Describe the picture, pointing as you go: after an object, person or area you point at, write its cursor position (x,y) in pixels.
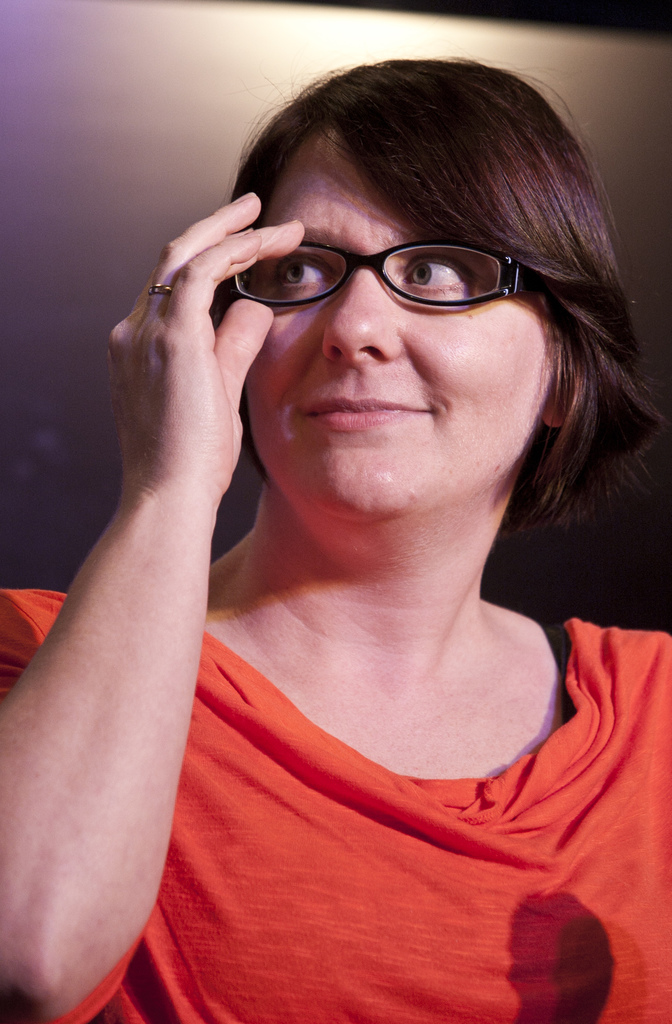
In this image we can see a person (301,566) holding a spectacle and at the back (111,181) there is a dark background (149,138).
